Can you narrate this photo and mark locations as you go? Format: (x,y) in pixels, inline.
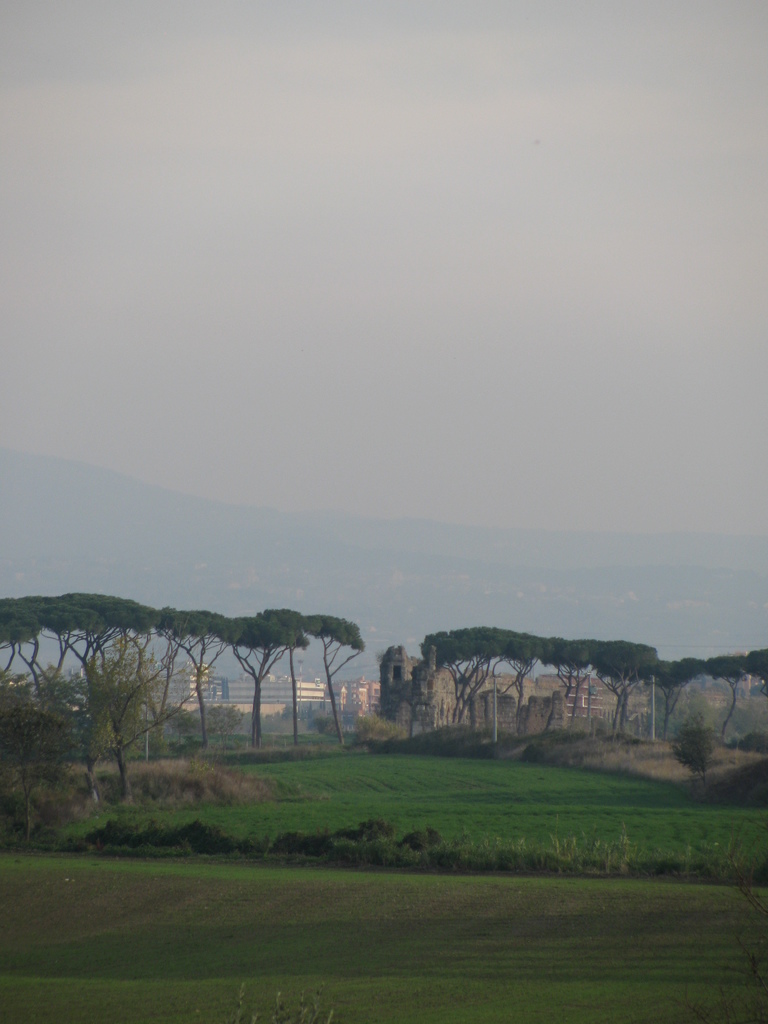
This image consists of many trees (3,728) and plants (69,766). And the bottom, there is green grass (470,832) on the ground (496,1004). In the background (404,666), we can see some buildings (269,685). At the top (176,306), there is sky (234,482). And we can also see the mountains (495,583) in the background (682,579).
